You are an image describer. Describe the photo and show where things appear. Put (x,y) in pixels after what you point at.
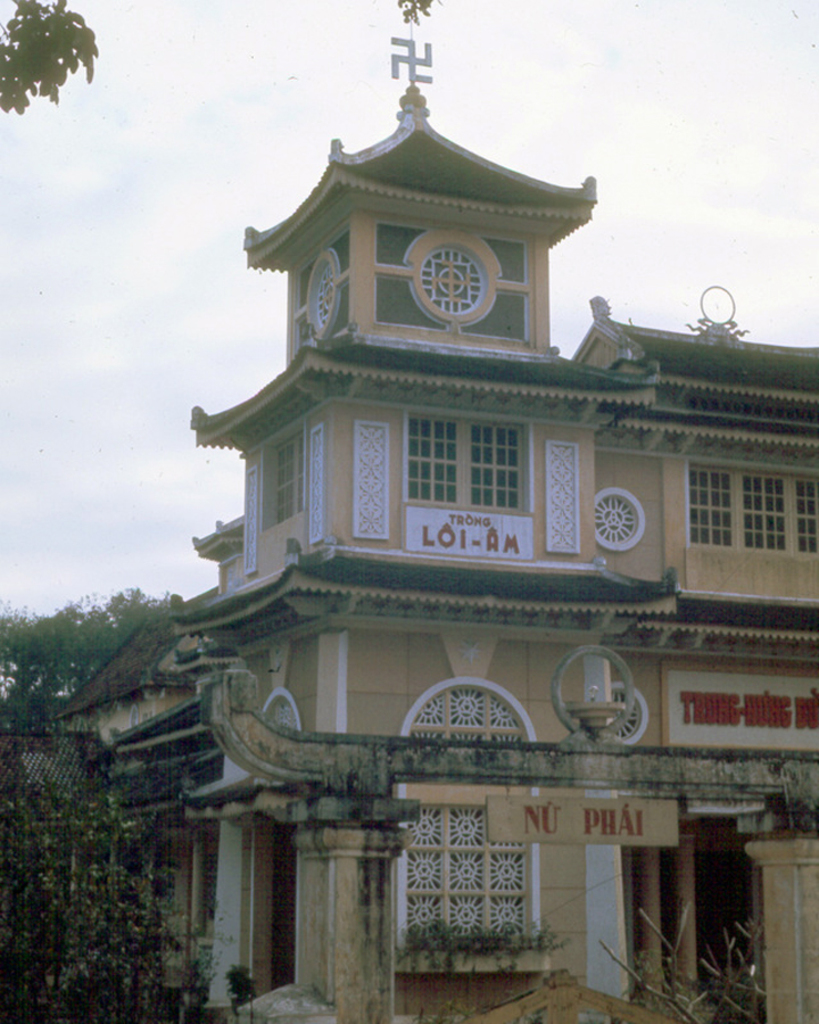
In the foreground of this image (555,573), there is greenery (102,928) at the bottom (58,993) and a building (268,689) in the middle (293,671). In the background (89,643), there are trees (80,620), sky (120,259) and the cloud (120,235).
